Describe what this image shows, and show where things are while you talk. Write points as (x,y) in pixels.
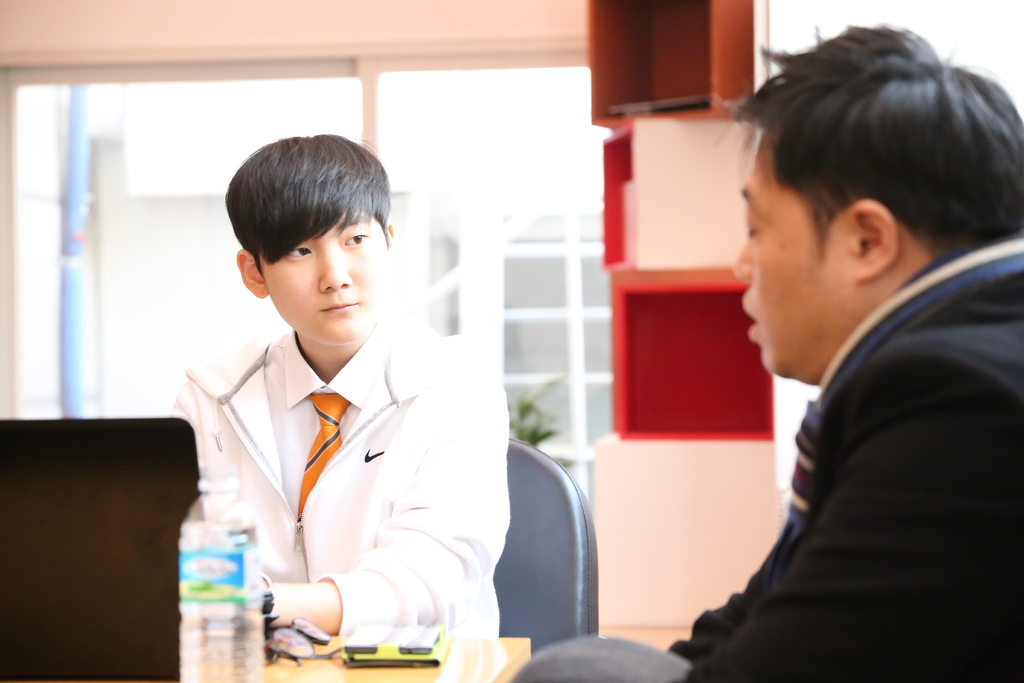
In this picture we can see two men (226,427) wore jackets (368,471) sitting on chairs (568,632) and in front of them on table (487,677) we can see bottle (230,612), spectacle (321,628), device (353,656) and in background (465,183) we can see window (486,165), cupboards (681,73).
